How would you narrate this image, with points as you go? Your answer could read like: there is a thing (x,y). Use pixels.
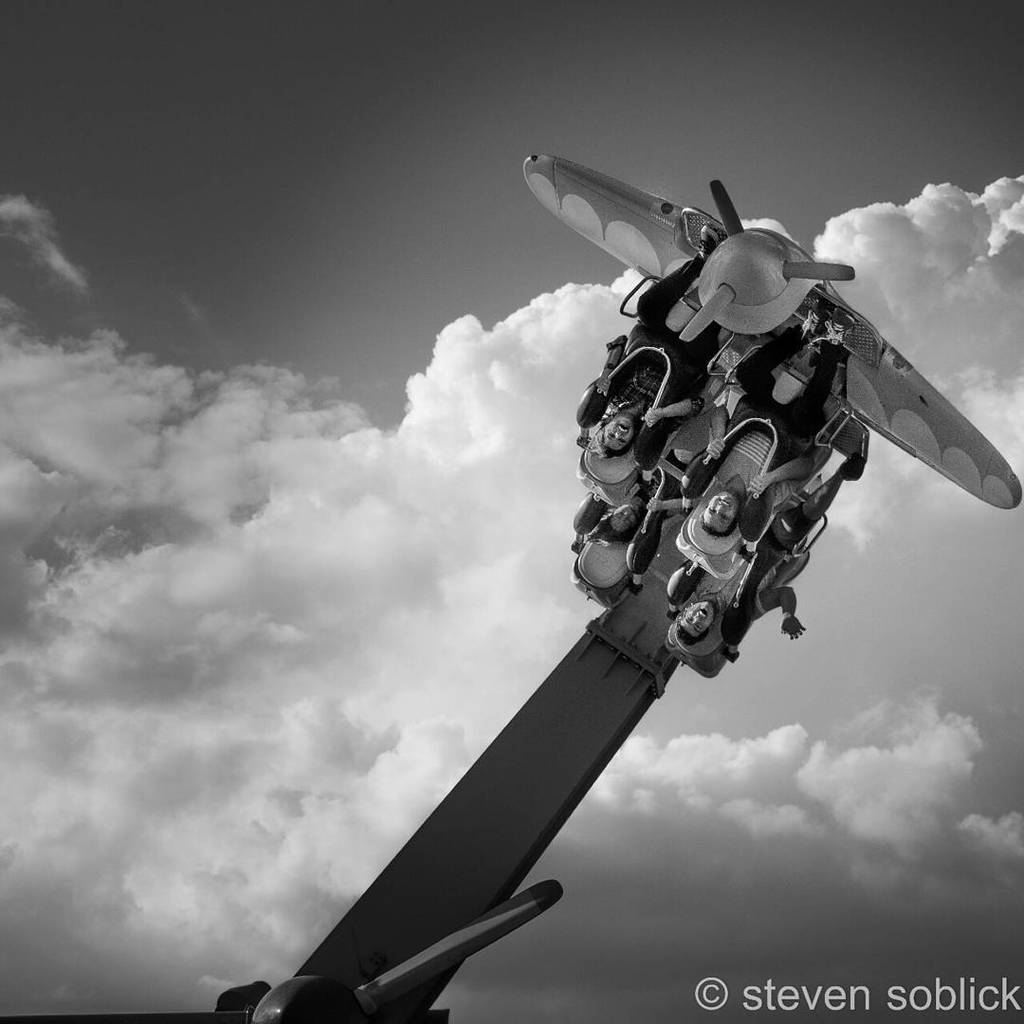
In this image I can see a amusement park ride (976,487) in the front (884,428) and on it I can see few people (809,410) are sitting. In the background (494,690) I can see clouds (900,289) and on the right bottom side (997,985) I can see a watermark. I can also see this image is black and white in colour.
